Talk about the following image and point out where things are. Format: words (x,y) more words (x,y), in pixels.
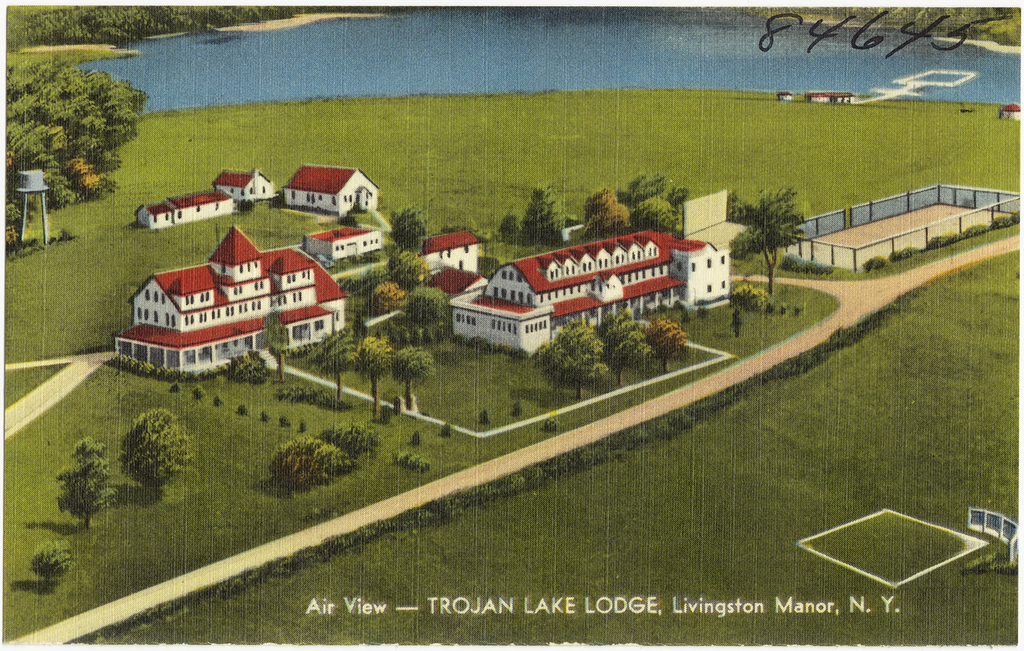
In this picture I can see a poster (518,380). In the poster (518,380) there are trees (620,346), buildings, there is grass (810,125) and there is water (266,82). Also there are numbers (791,37) and words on the poster (650,515).
